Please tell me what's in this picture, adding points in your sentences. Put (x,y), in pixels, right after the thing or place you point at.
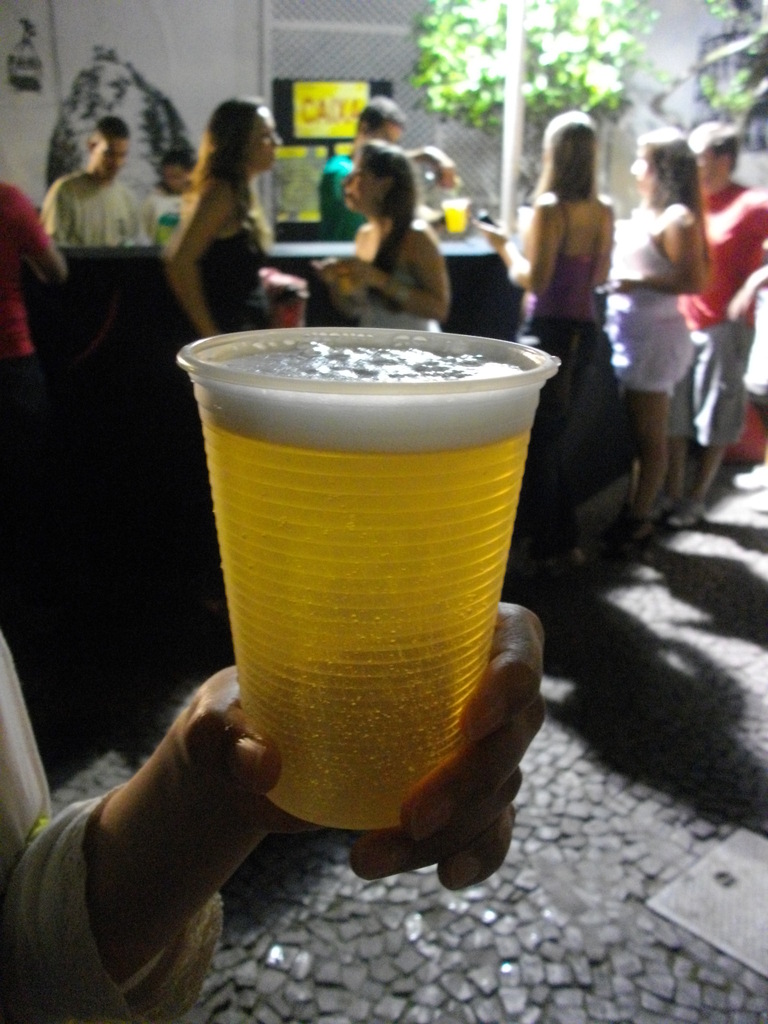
In this picture we can see a person's hand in the front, there is a glass of drink (370,672) in this hand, there are some people (565,244) standing in the middle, in the background (131,182) there is a wall (159,41) and a plant (492,68).
